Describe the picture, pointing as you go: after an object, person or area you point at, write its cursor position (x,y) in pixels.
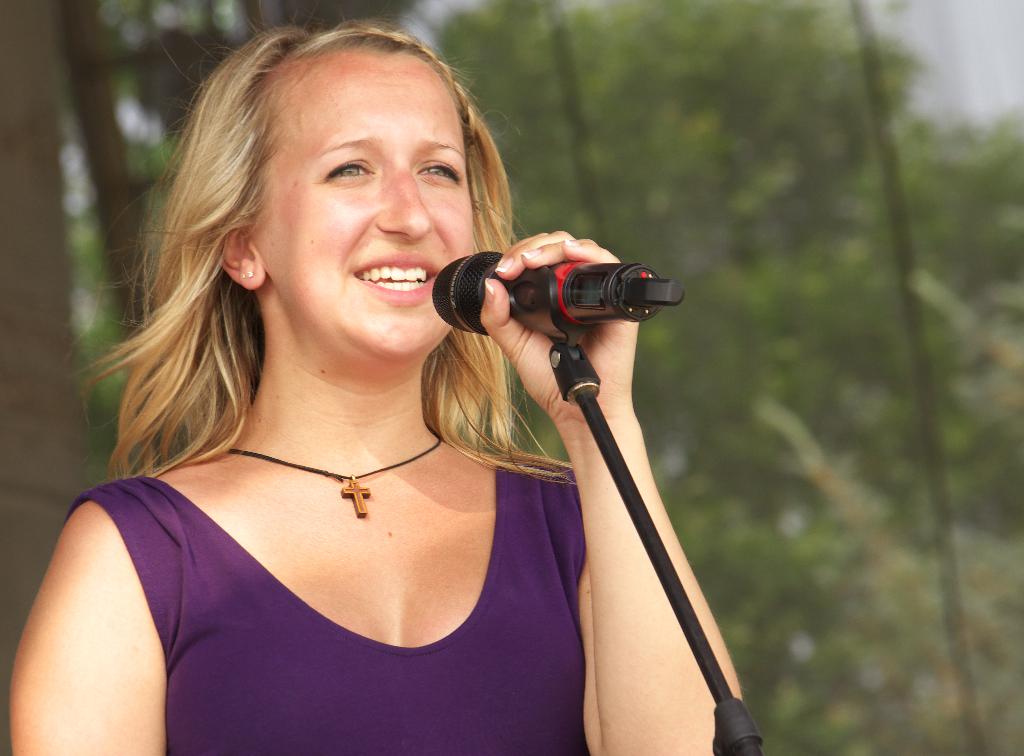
In this picture there is a woman (299,277) holding mic (514,311) might be singing. In the background (798,144) there are trees (675,166).
